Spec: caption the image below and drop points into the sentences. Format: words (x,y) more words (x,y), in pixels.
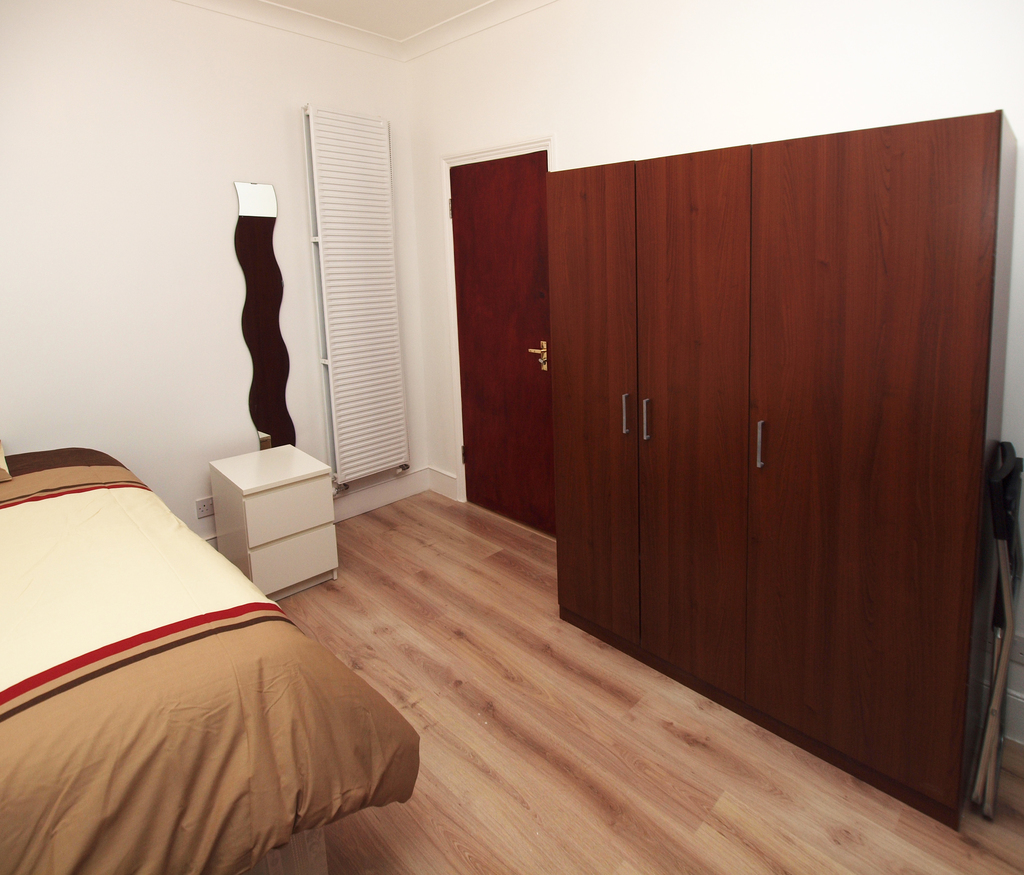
This image is taken inside a room (376,422). To the left side of the image (258,679) there is bed (139,803). In the background of the image (87,326) there is wall (199,486). There is a table (259,472). There is a cupboard (559,355) and wall (644,86). There is a door (476,253). At the bottom of the image (654,809) there is wooden flooring (659,792).
